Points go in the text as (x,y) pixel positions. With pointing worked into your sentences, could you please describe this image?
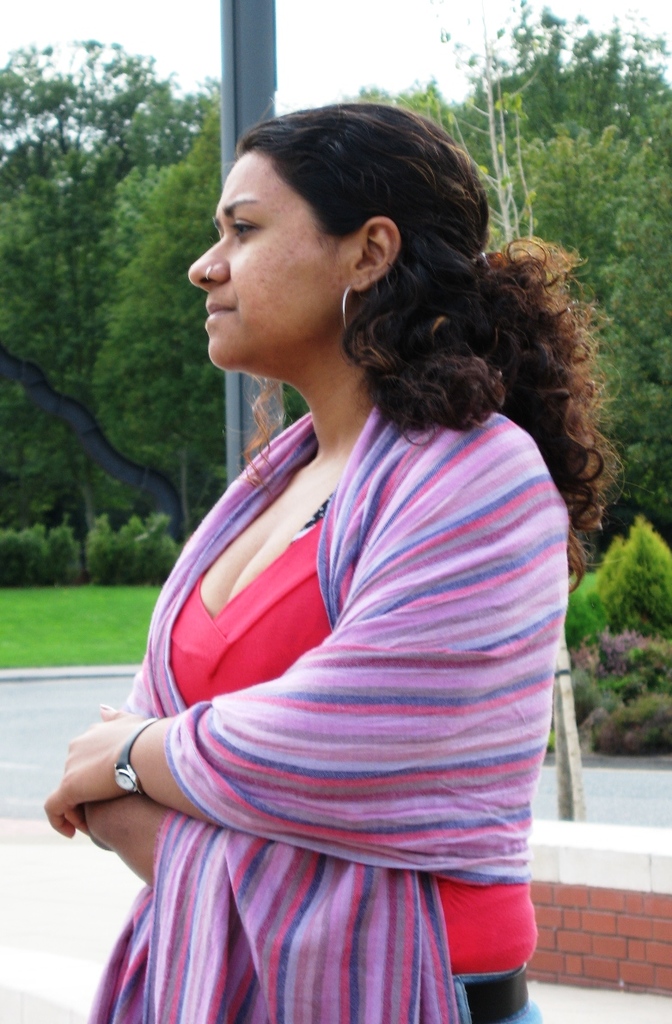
In this image we can see a woman (344,542) is standing, here is the scarf (414,702), here is the grass (107,626), here are the trees (213,147), here is the pole (250,79), here is the sky (351,26).
